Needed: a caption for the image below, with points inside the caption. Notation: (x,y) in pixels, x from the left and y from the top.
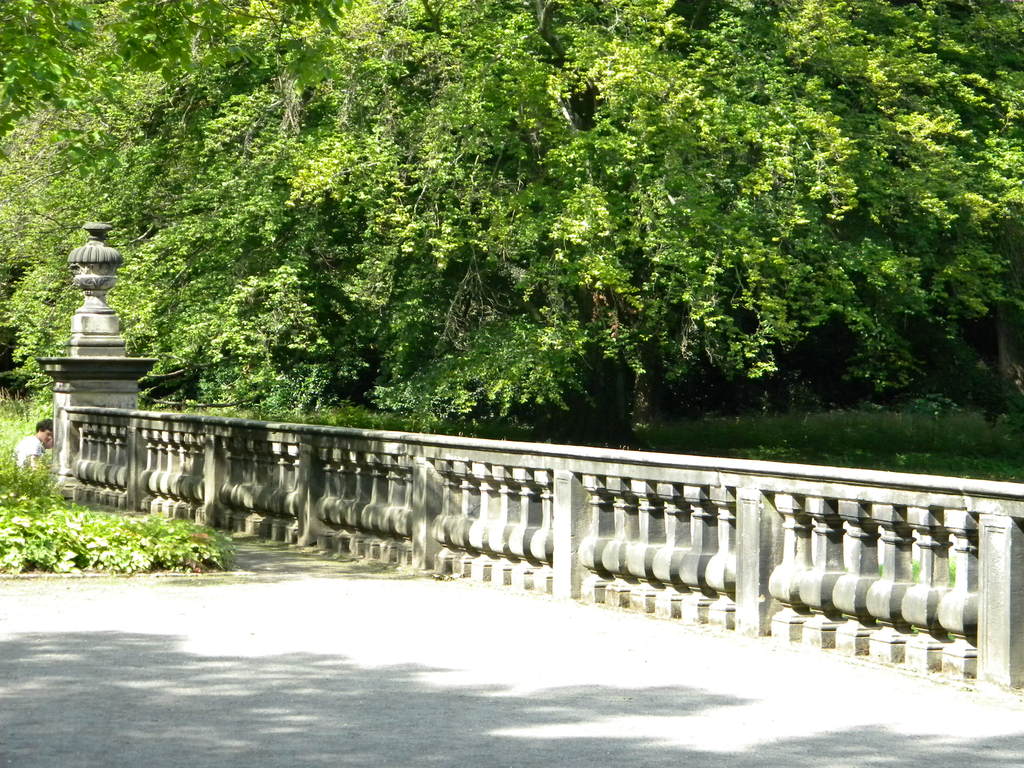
In this image I can see a fence (475,499), plants (150,529) and a person (28,450) over here. In the background (509,191) I can see trees (524,133).
